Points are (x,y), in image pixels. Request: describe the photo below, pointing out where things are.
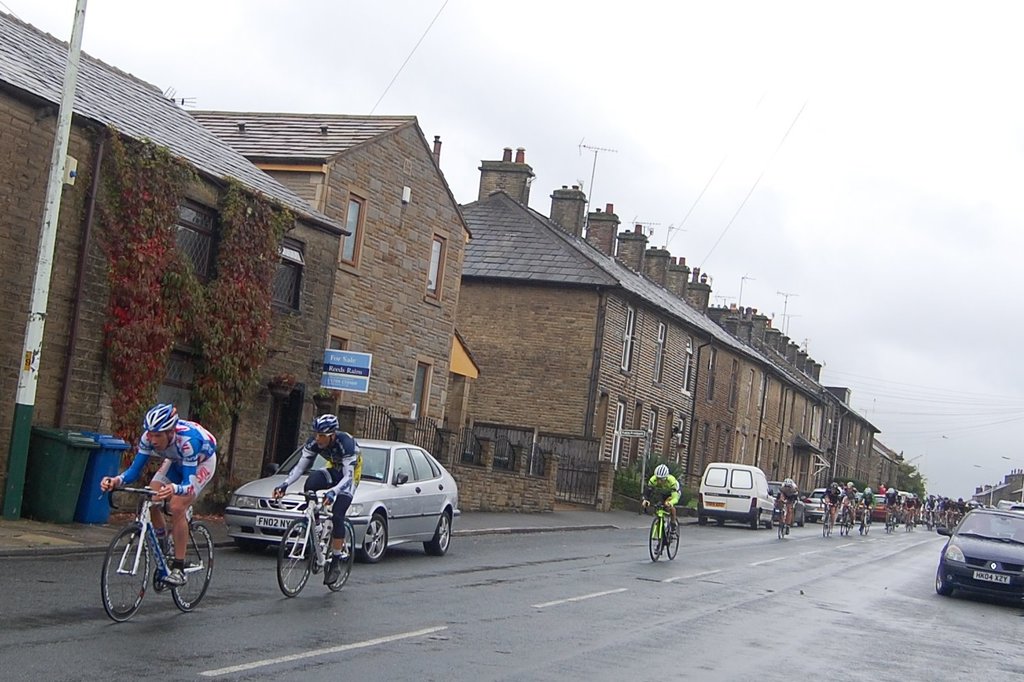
There are people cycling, vehicles (395,514) and trash bins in the foreground area of the image (386,446), there are houses (753,369), poles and the sky (777,322) in the background (691,207).
